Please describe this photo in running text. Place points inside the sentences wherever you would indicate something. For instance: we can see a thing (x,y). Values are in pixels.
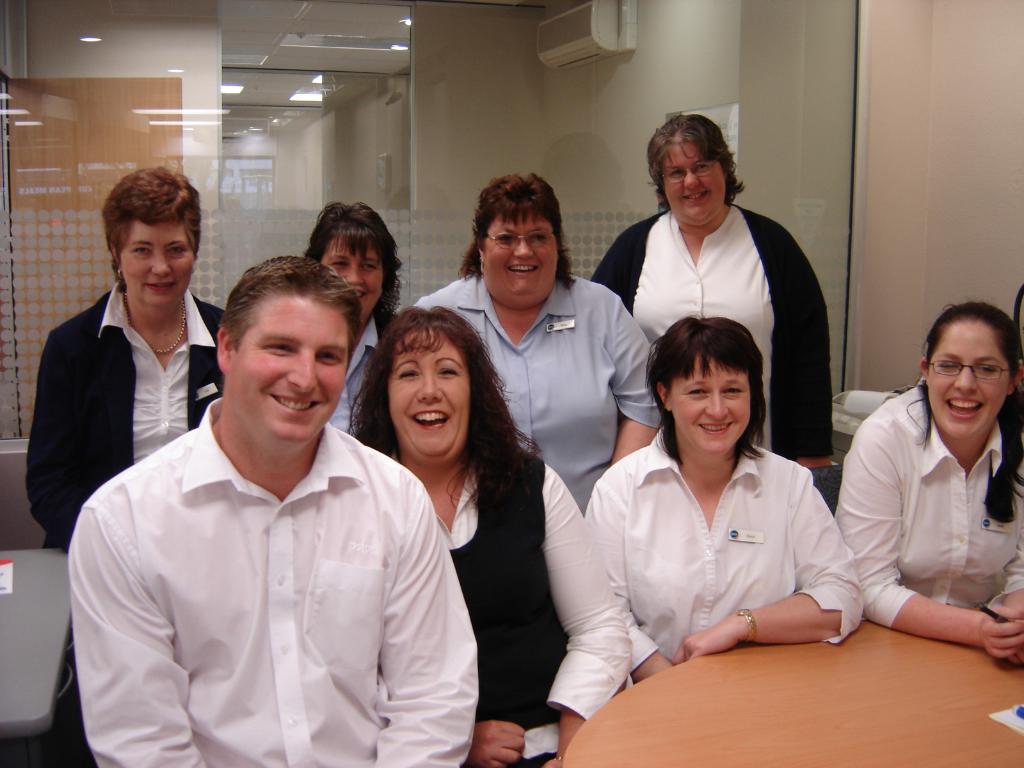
In this image, we can see persons (769,402) wearing clothes (814,440). There is a table (903,731) in the bottom right of the image (900,723). There is an air conditioner (586,44) at the top of the image (600,43).
